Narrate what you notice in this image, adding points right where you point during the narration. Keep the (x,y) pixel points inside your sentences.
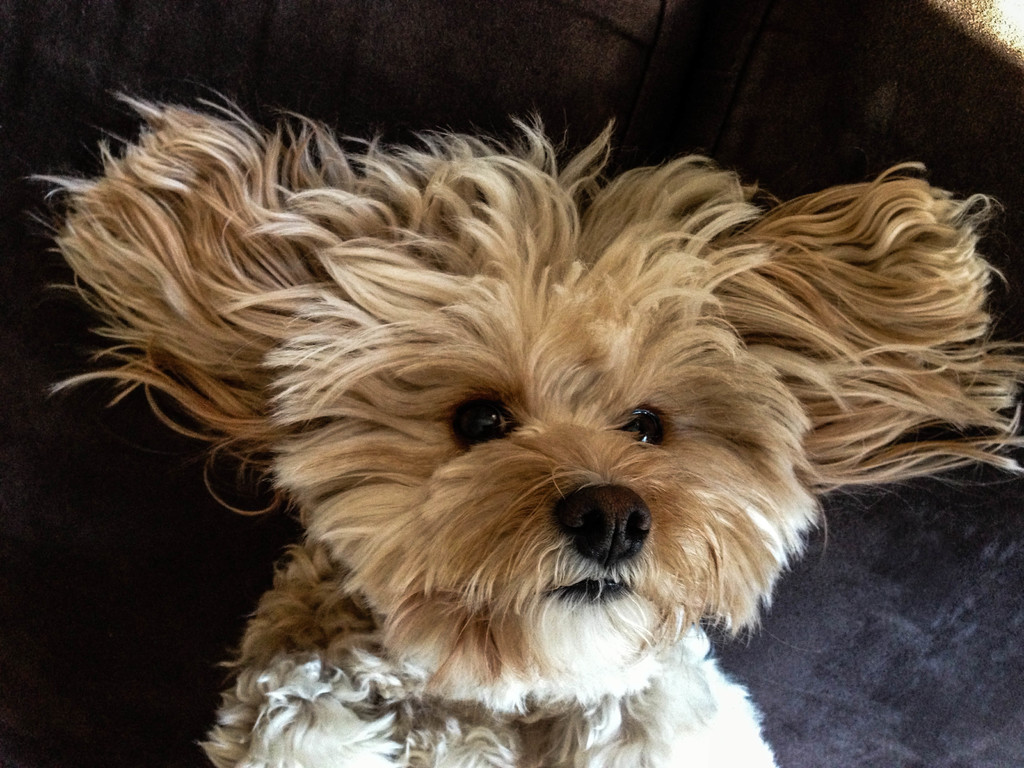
In this picture, we see a dog (648,495). In the background (716,124), it is black in color. In the right bottom of the picture (879,721), it is grey in color.
